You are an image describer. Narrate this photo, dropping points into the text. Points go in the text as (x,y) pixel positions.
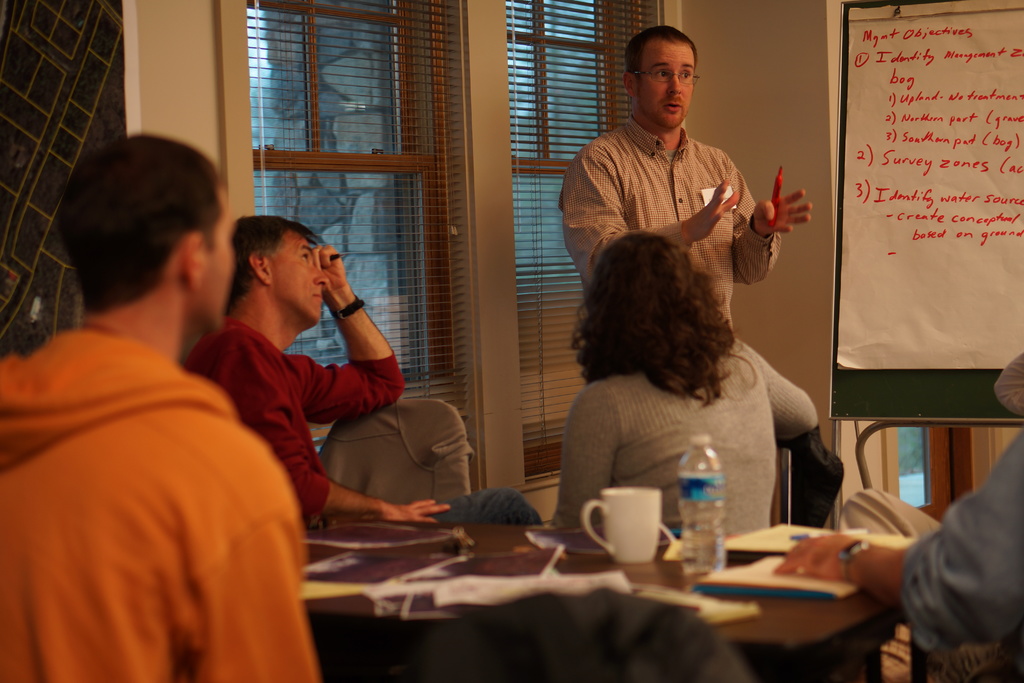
In this image there are group of persons (679,383) who are discussing about something at the foreground of the image (679,574) there is a water bottle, coffee cup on top of the table (578,566) and at the background of the image (958,396) there is a window (530,120) and blackboard (862,231).
